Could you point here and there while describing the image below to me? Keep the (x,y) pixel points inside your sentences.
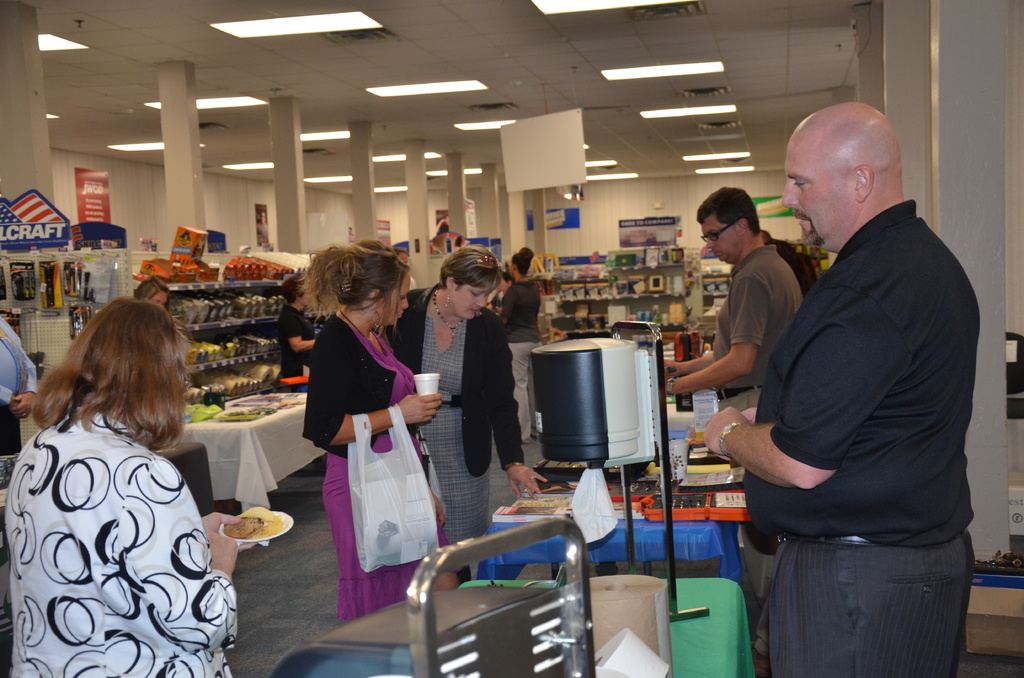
In this image we can see a group of people (511,341) standing in the store (260,70). And we can see the lights (441,81). And we can see some objects (207,311) in the racks (222,281). And we can see the few boards (107,235) on the wall (130,189).
